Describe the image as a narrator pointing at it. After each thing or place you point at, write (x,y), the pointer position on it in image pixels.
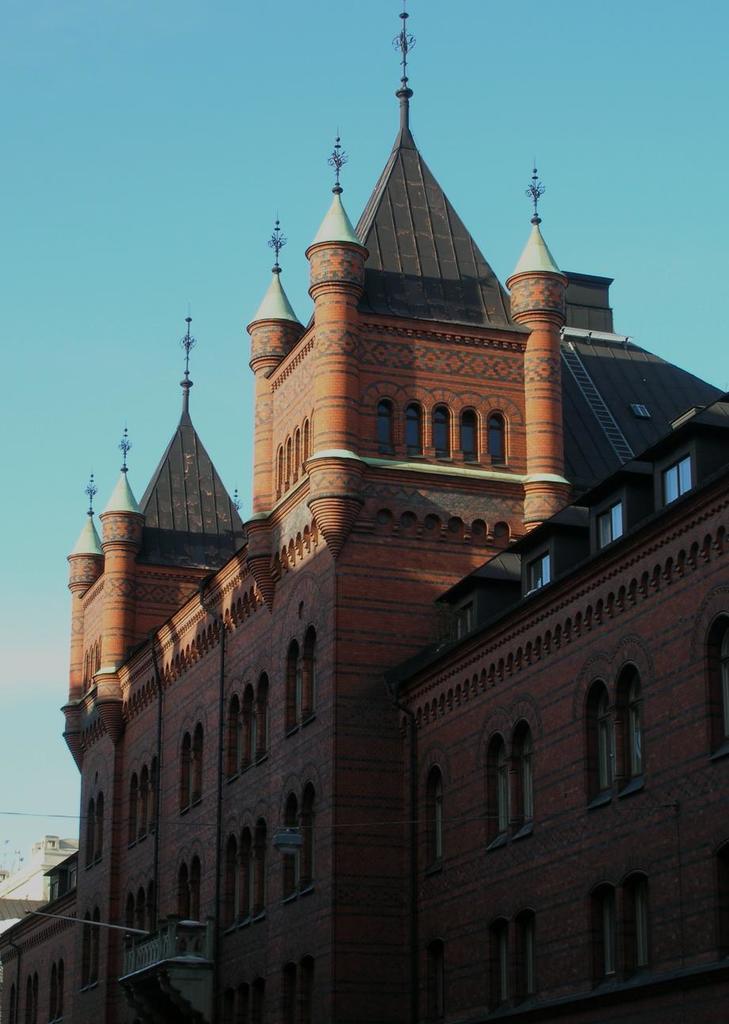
In this image we can see a building (545,596) which looks like a palace (400,846) and we can see the sky (563,108) at the top (553,65).
